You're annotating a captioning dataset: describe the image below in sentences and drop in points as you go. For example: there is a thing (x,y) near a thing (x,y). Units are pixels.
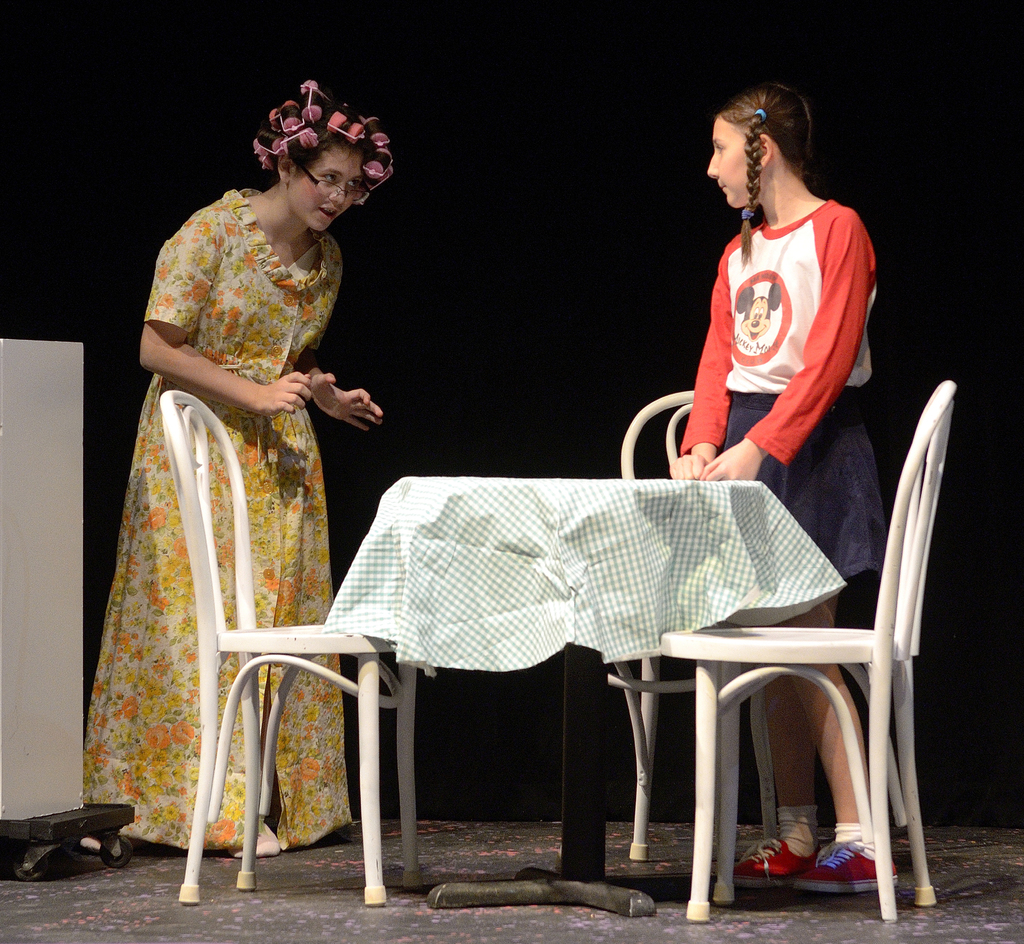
In the image we can see two persons (726,328) were standing around the table (470,519). And we can see three empty chairs (842,634) and one cloth (513,576).
